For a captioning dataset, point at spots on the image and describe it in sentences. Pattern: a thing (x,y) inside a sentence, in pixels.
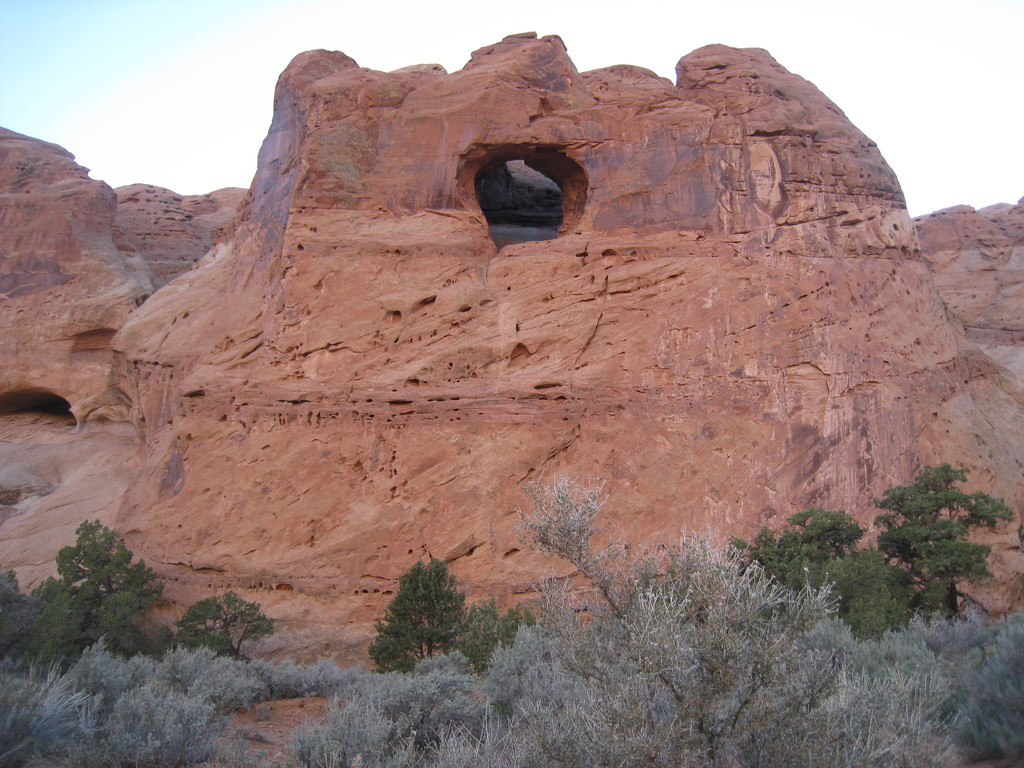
In the center of the image (531,427), we can see cave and at the bottom (638,698), there are trees (734,656).
